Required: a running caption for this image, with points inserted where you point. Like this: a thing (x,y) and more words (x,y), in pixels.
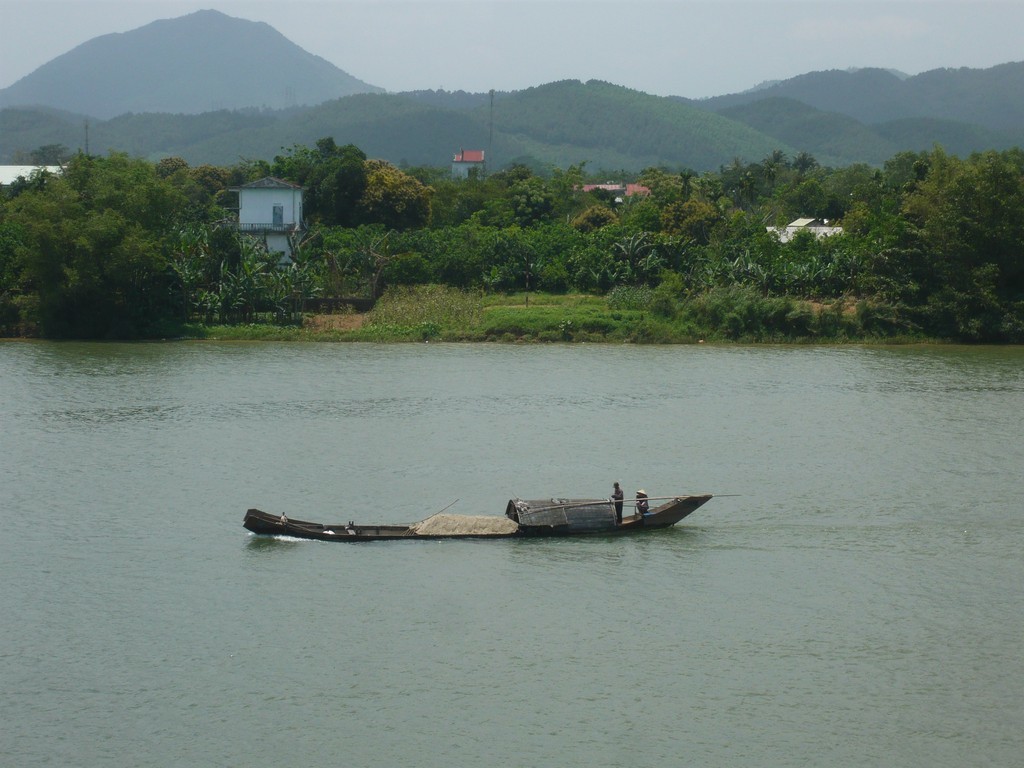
In this picture there is a boat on the water (917,597) and there is a person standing and there is a person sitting on the boat (649,522). At the back (490,212) there are buildings (289,212) and trees (419,212) and there are mountains (730,148). At the top (523,59) there is sky (618,58). At the bottom (800,661) there is water (893,485).
